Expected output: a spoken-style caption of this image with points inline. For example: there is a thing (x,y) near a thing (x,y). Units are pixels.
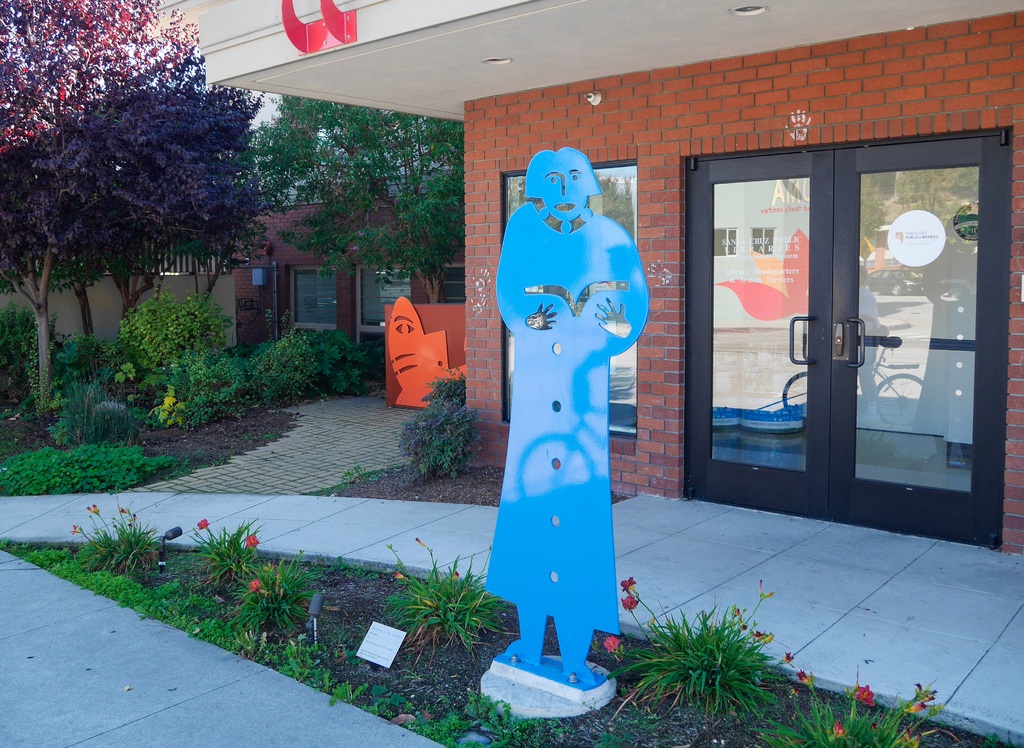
In this picture we can see houses (1015,329), glass door (864,243), objects (550,670), plants (433,639), board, flowers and trees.
